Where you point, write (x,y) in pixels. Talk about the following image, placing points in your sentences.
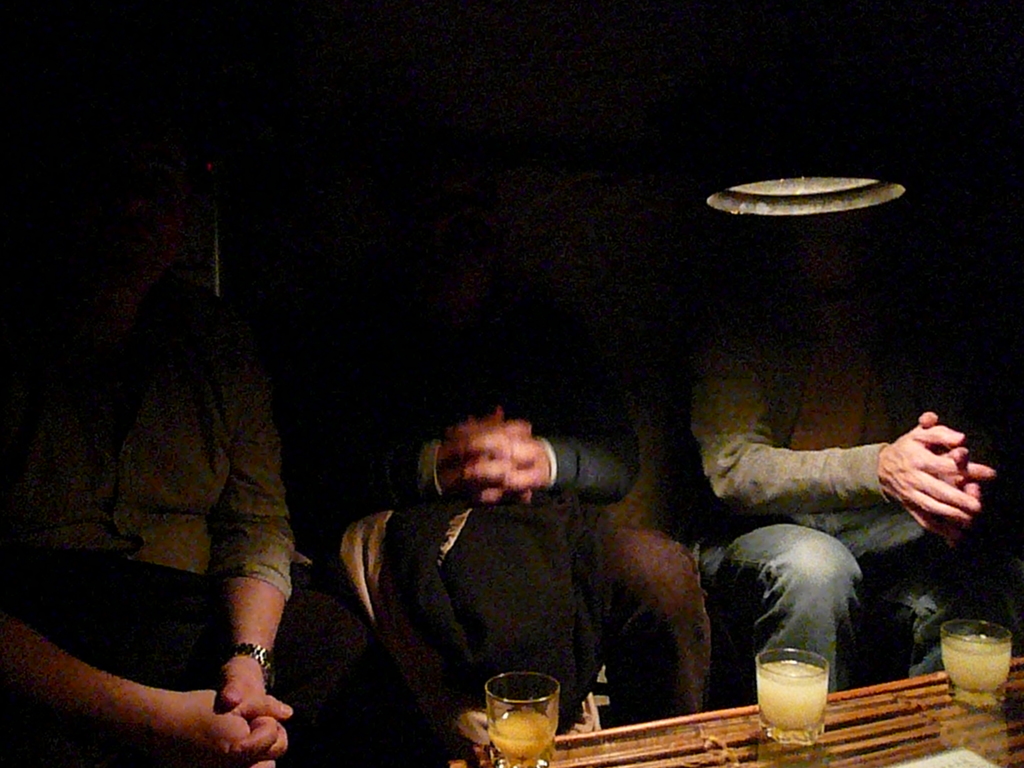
In this image we can see people (254,409). At the bottom (762,751) there is a table (615,738) and we can see glasses (1005,664) placed on the table (913,727). There is a light (839,199).
